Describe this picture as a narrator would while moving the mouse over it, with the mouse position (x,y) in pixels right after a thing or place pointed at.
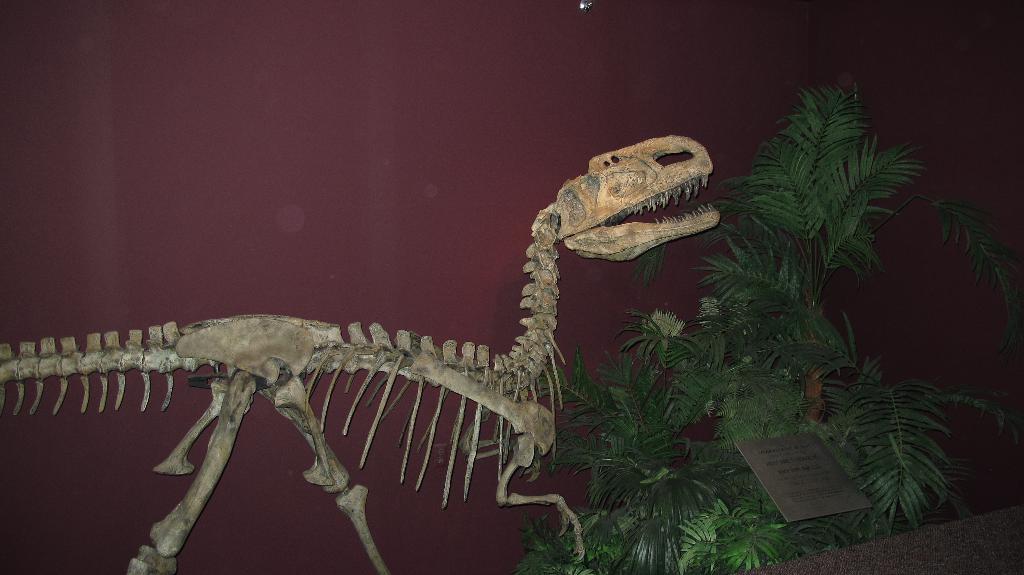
In this picture we can see a dinosaur skeleton (331,391). On the right side of the skeleton (541,367), there is a board (785,471) and a tree (643,471). Behind the skeleton (387,378), it looks like a wall (463,110).
